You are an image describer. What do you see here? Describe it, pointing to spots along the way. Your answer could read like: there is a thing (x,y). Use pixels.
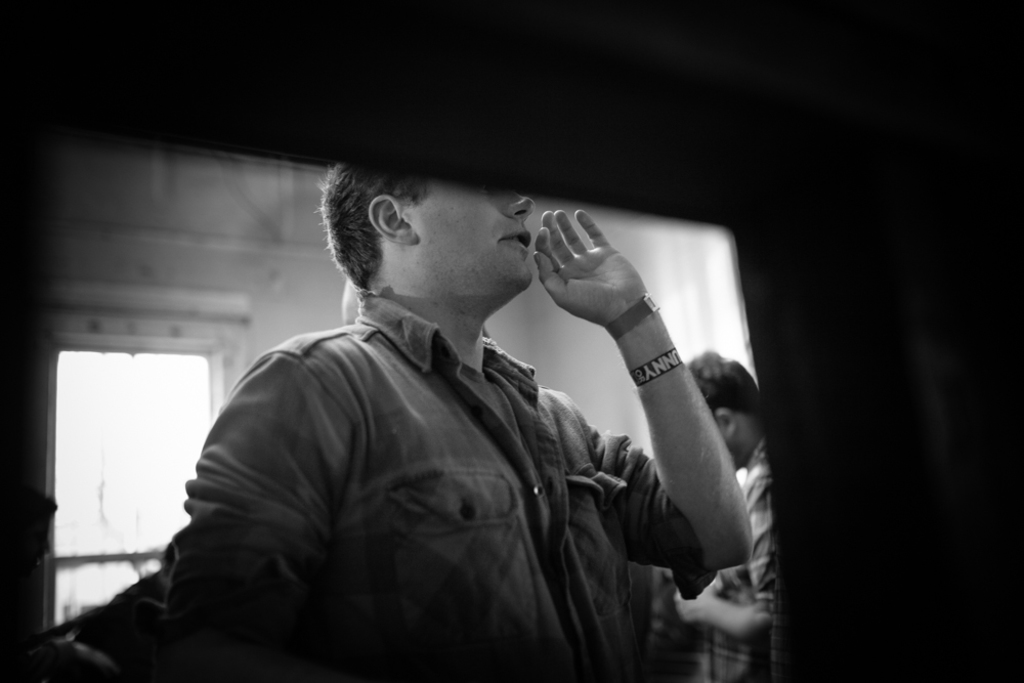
In this image it might be the screen (614,330), on which there are two persons (469,364), window (154,358), wall (281,217) visible, background is dark.
